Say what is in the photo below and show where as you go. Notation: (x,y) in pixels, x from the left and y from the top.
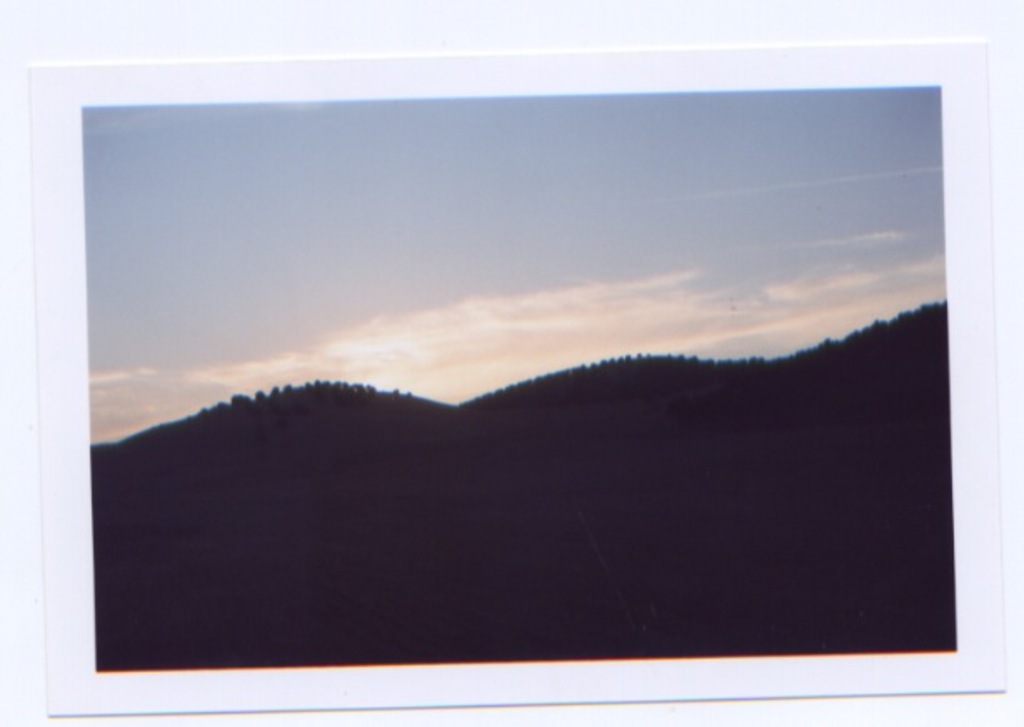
This is an edited picture. In this image there are trees (316,387) on the mountains (669,426). At the top (411,215) there is sky (388,234) and there are clouds (607,348).
